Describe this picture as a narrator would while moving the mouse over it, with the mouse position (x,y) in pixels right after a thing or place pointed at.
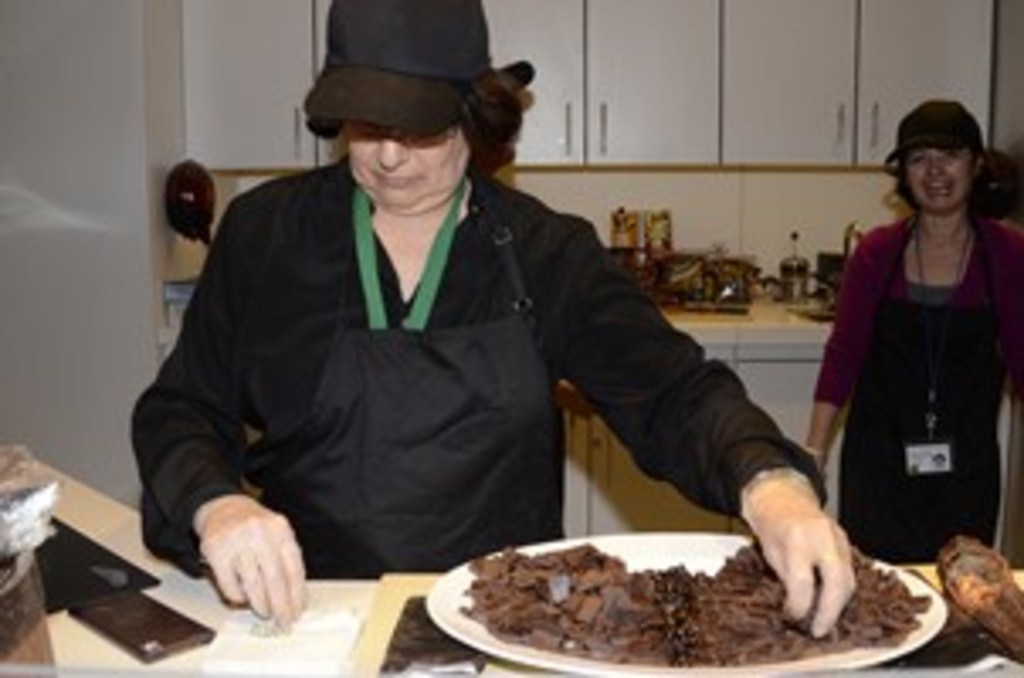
This picture is clicked inside the room (208,289). In front (368,106), in middle of the picture (355,331), we see women (234,247) wearing black dress (250,317) is cooking or preparing something for food (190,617). We see, in front (78,647), we see table (82,660) on which plate (864,657) is placed and this plate (517,646) contains some food (673,611) and to the right corner of this picture (868,255), we see woman (864,337) wearing purple shirt (858,307) and she is even wearing cap (939,127) and apron (906,495) and also ID card (935,456) and behind her, we see counter top (735,324) on which vessels (680,279) are placed and we can even see cup boards (772,103) which are white in color.
